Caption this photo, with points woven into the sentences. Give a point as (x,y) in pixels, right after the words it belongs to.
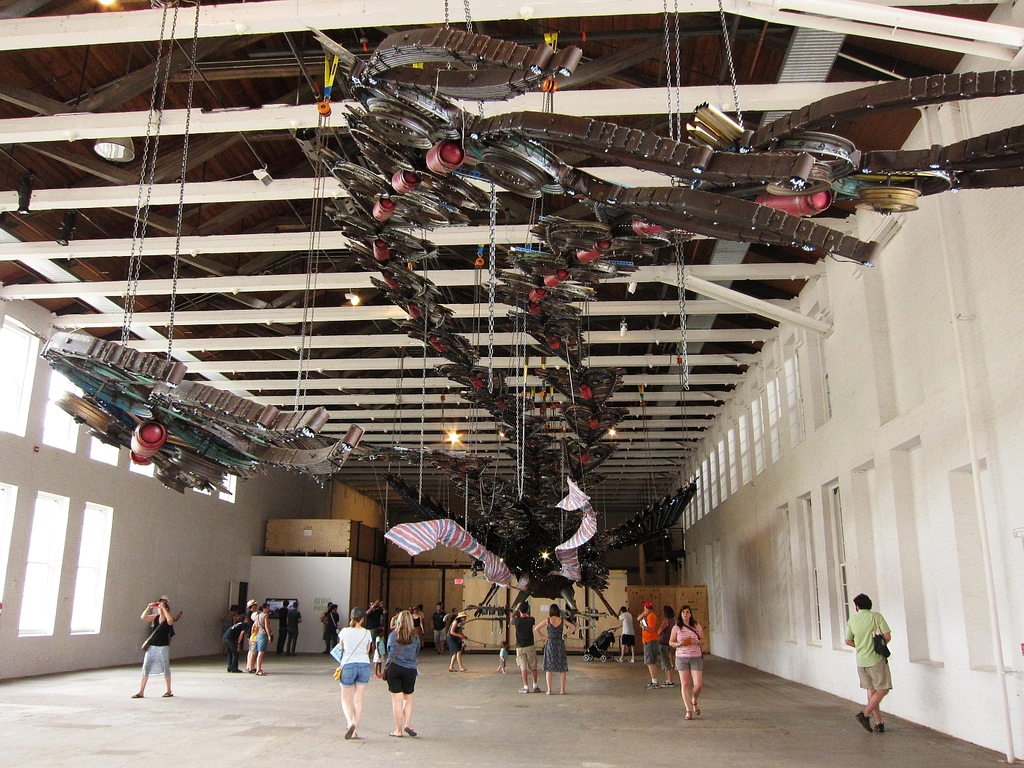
In this image, we can see some people (157,617) walking, we can see the walls (68,561) and there are some windows (97,508). At the top (26,129) we can see the shed (120,96) and there are some metal objects (426,229) hanging on the chains (491,194).
